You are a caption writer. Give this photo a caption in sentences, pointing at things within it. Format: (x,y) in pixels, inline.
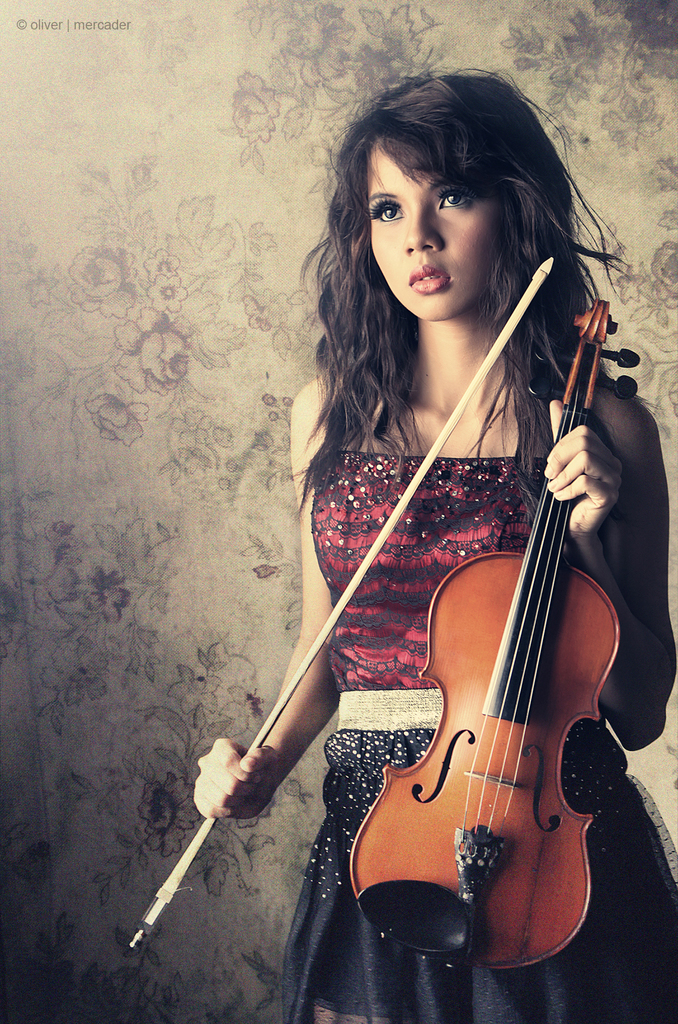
This woman (430,249) is highlighted in this picture. This woman (419,584) wore red and black dress (419,630). This woman (412,754) is holding a violin (499,826) with stick (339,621).
